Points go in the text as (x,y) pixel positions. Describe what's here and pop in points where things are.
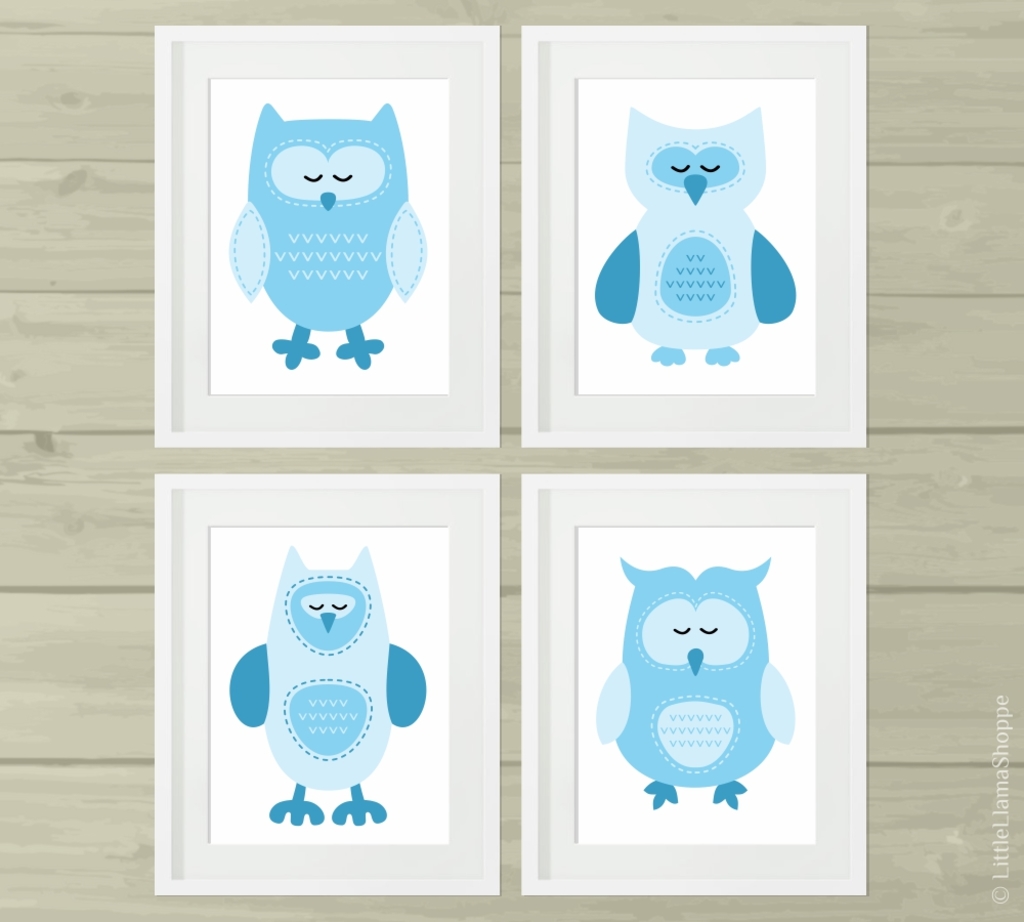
This is the picture of four cards (654,566) on which there are some pictures (651,159) of cartoons (752,250).
